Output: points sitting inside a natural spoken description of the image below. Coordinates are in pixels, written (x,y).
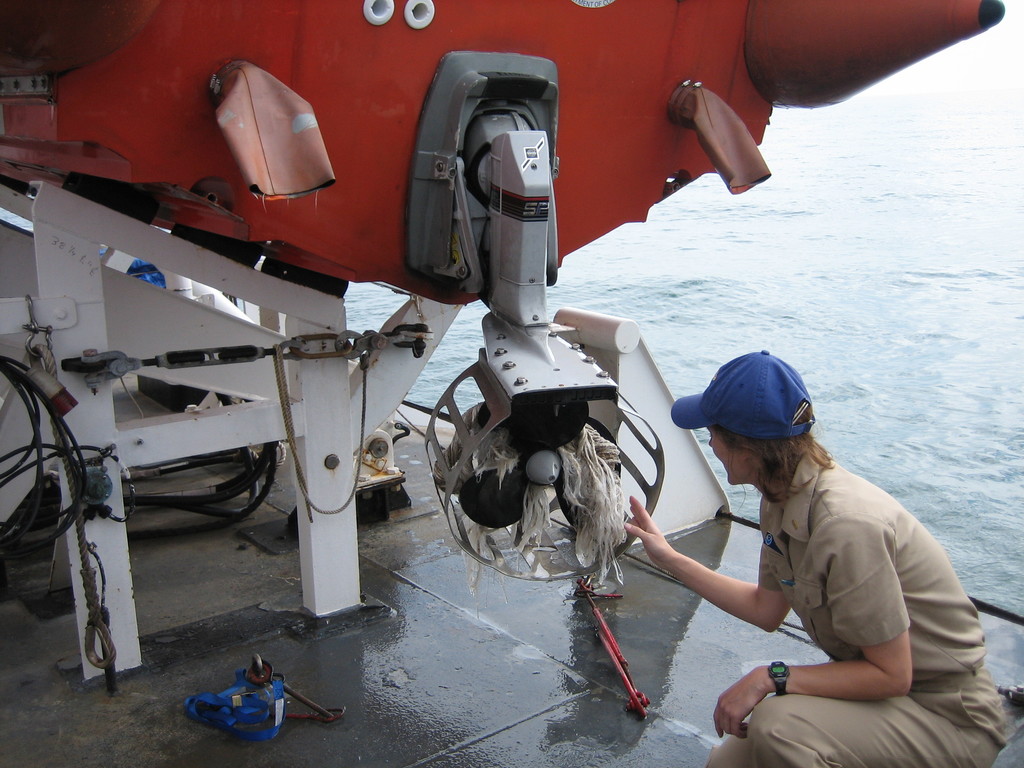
In this picture we can see a boat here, on the right side (832,627) there is a woman (860,617), she wore a cap (730,427) and a watch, at the bottom (805,643) there is a deck (218,636), we can see rope (64,459) here.
